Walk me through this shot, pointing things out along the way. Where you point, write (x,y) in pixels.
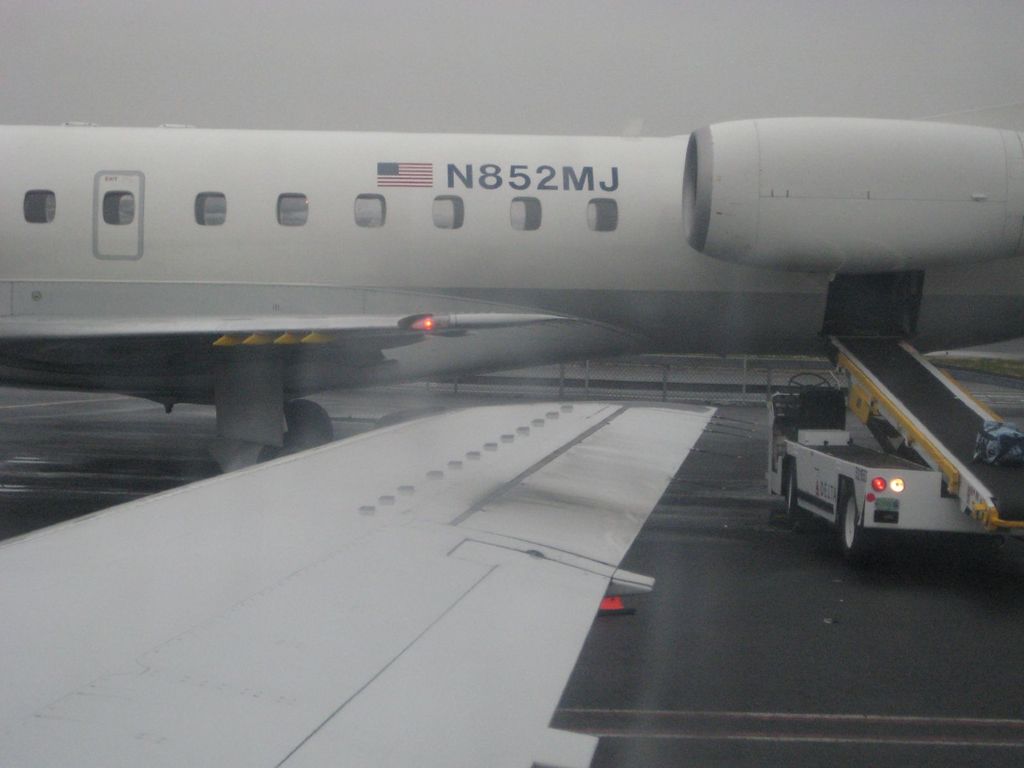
In this picture there is an airplane (492,326) and a vehicle (885,442) on runway (759,657). Sky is cloudy.
